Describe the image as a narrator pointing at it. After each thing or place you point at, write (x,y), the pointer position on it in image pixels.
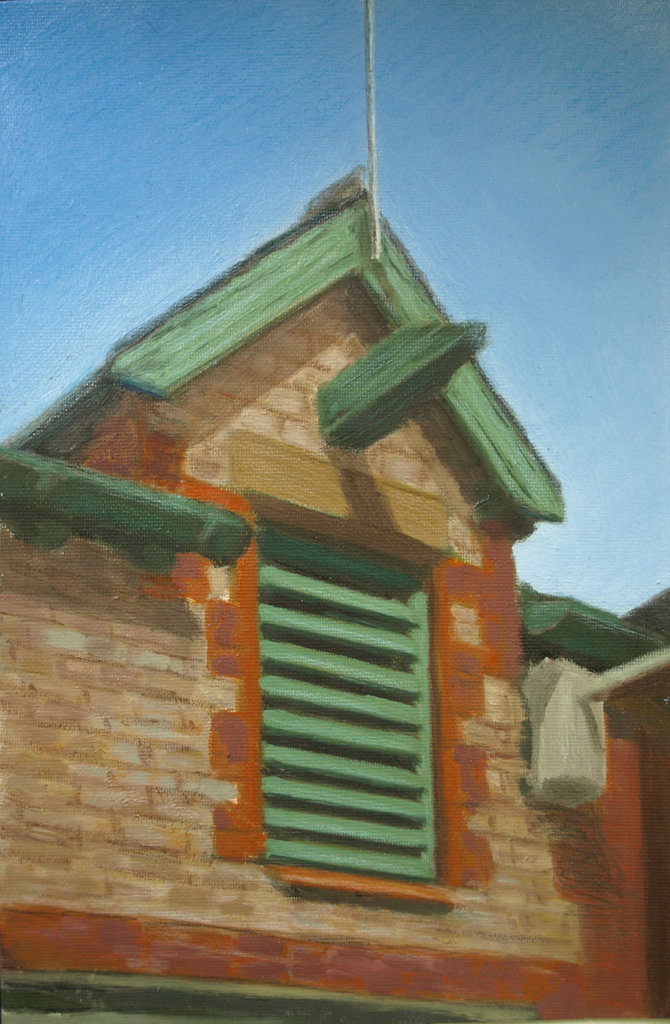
In this image, we can see a painting (304,544) of a house (303,515) and the background (169,161) is in blue color.
